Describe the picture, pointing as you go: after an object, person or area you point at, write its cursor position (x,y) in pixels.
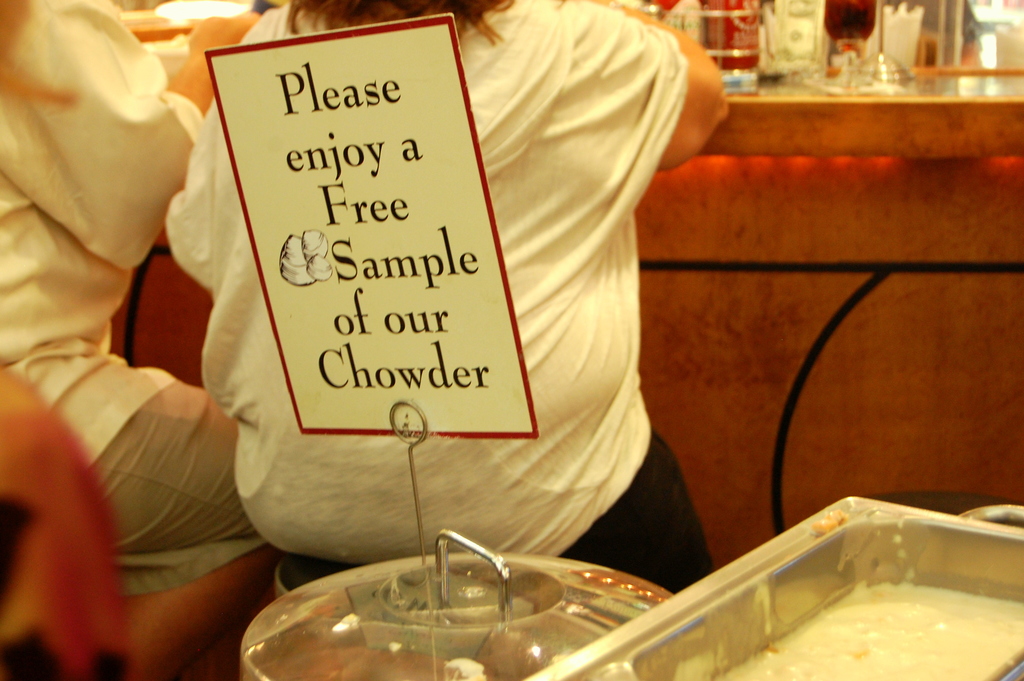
In this picture we can observe a board (274,275) with some text (338,201) on it. There is a closed dish (418,604). We can observe two persons (233,364) sitting on the stools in front of a desk (841,102). Both of them are wearing white color T shirts (119,170).
